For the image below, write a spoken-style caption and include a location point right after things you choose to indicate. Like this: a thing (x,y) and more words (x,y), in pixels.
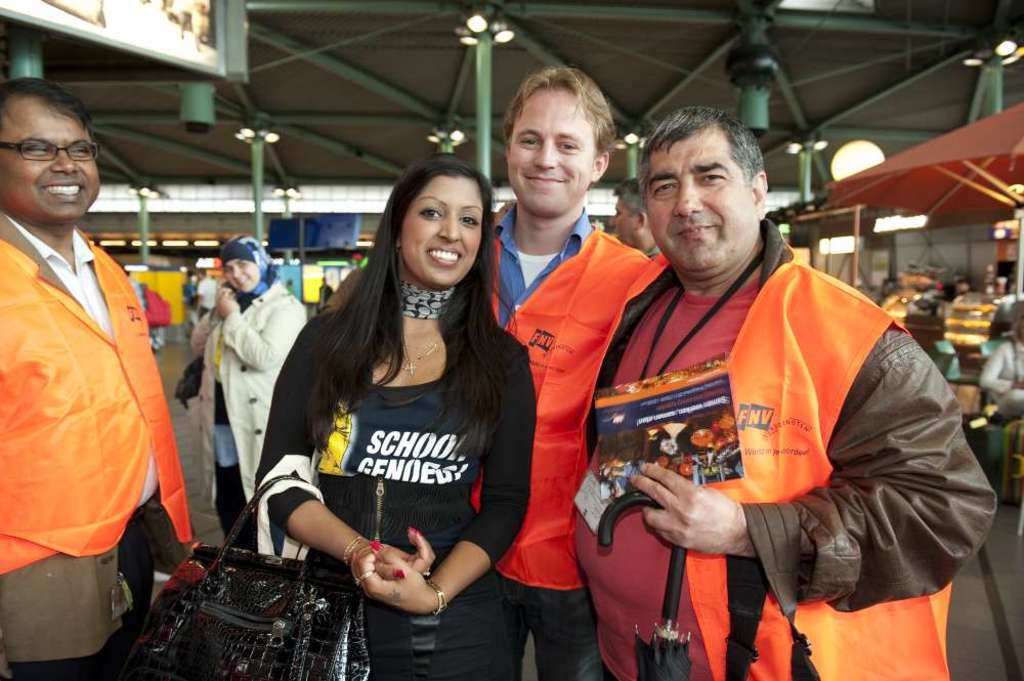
On the left side (61,270), there is a person (63,315) in an orange color jacket (84,364), smiling and standing. Beside him, there are three persons (568,254) in different color dresses (574,366), smiling and standing. In the background (341,278), there are other persons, pillars (147,222), there are lights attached to the poles (483,94) and there are other objects (969,150).
